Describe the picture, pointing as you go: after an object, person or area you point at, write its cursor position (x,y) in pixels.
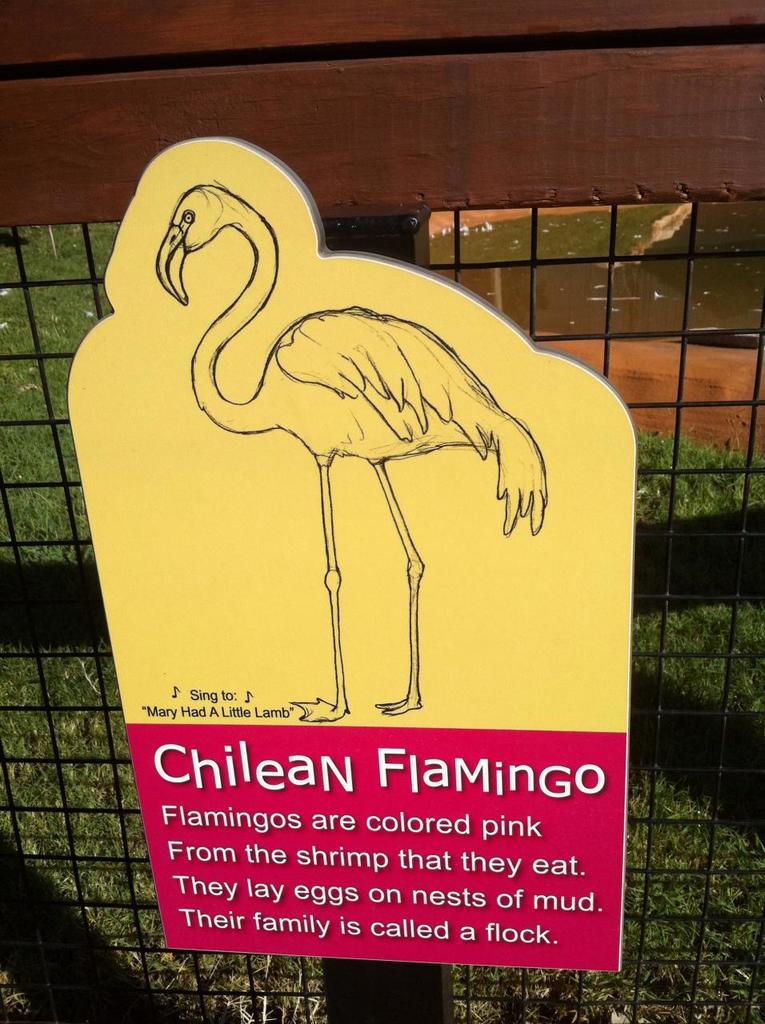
In this picture we can observe yellow and red color board (297,563). We can observe a flamingo (339,424) on the yellow color board (313,427). There is some text (419,822) on the board (363,858). In the background (133,876) we can observe a fence (544,121).
